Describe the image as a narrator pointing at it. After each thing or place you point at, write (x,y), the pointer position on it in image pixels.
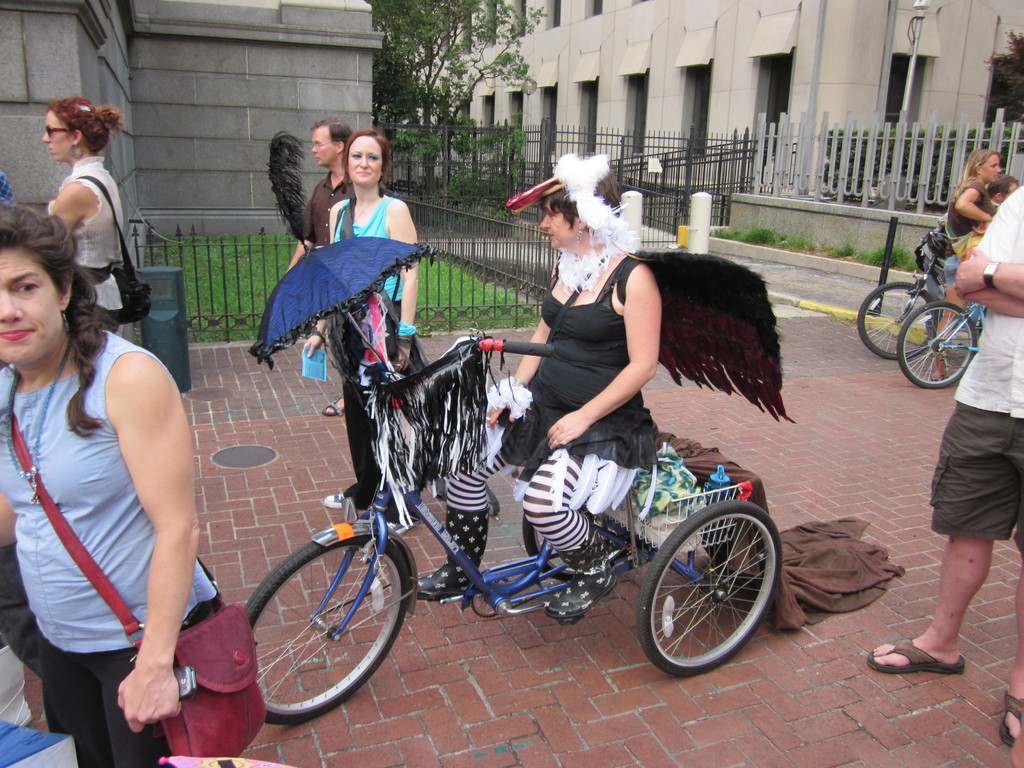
Woman (592,415) sitting on the vehicle (347,518), persons (140,603) are walking on the road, in the back there is building (511,101) and tree (463,104).
